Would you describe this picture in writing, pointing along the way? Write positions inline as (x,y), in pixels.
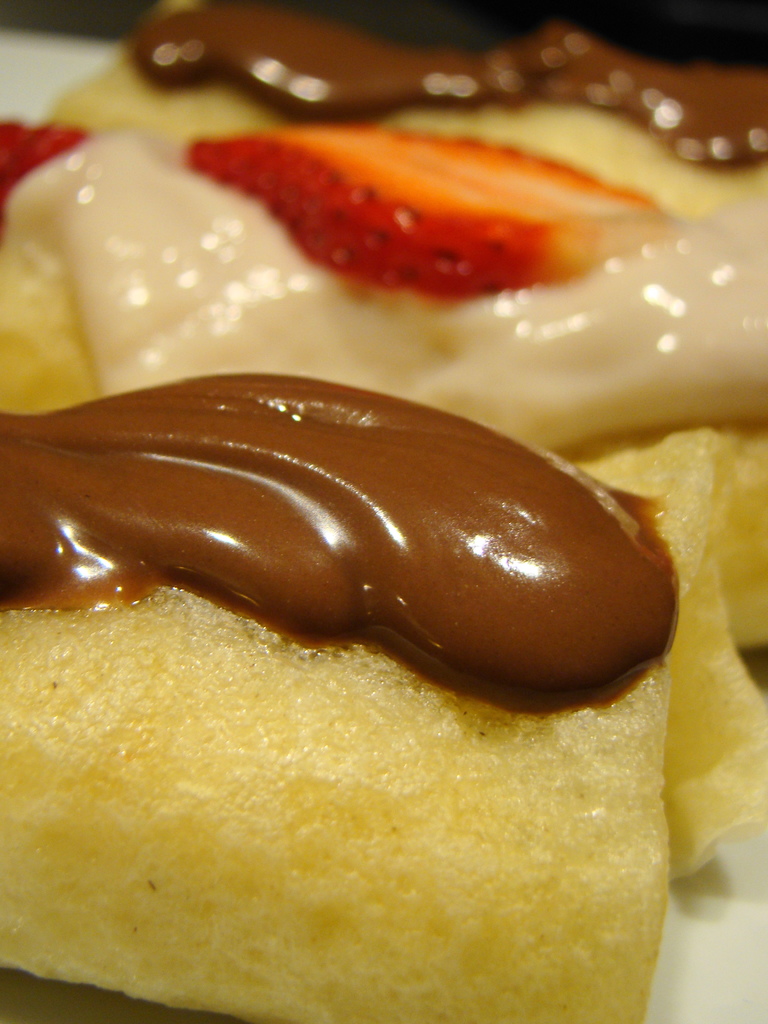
In this image I can see food item (359,511) on a white color surface (678,909).
